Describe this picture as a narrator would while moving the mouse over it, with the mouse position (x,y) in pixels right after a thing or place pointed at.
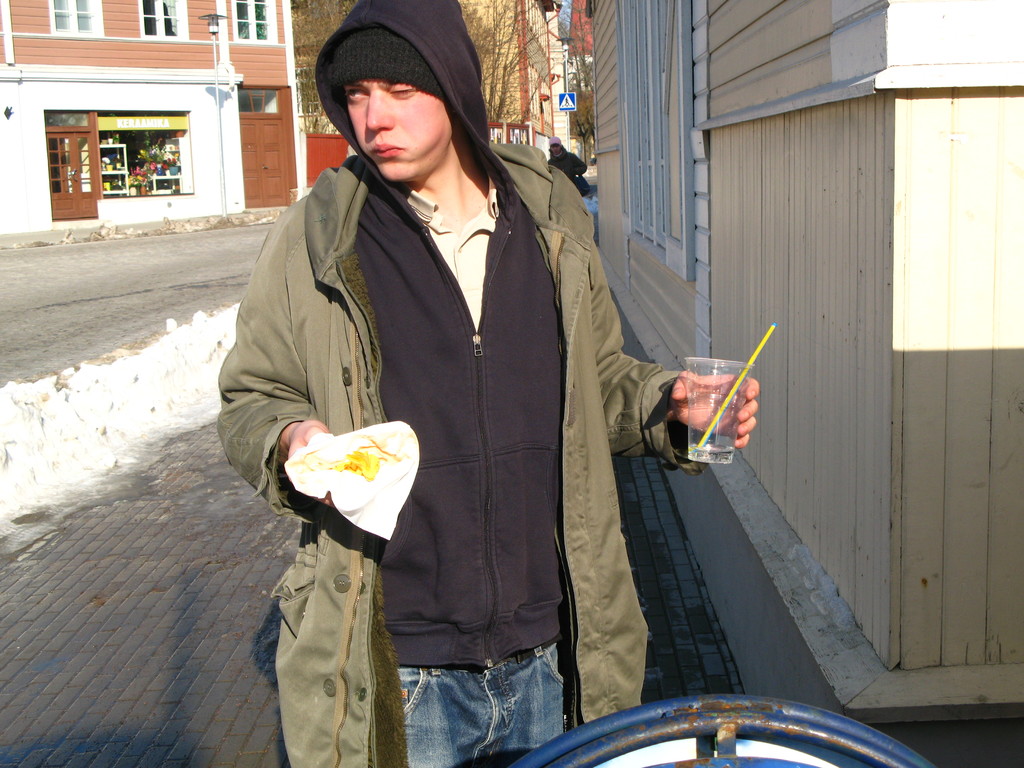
In the image in the center (424,334), we can see one person (455,363) standing and holding a glass (702,412) and cloth (409,481). In the background (1012,101), we can see buildings (720,184), trees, windows (657,171), one pole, sign boards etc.
